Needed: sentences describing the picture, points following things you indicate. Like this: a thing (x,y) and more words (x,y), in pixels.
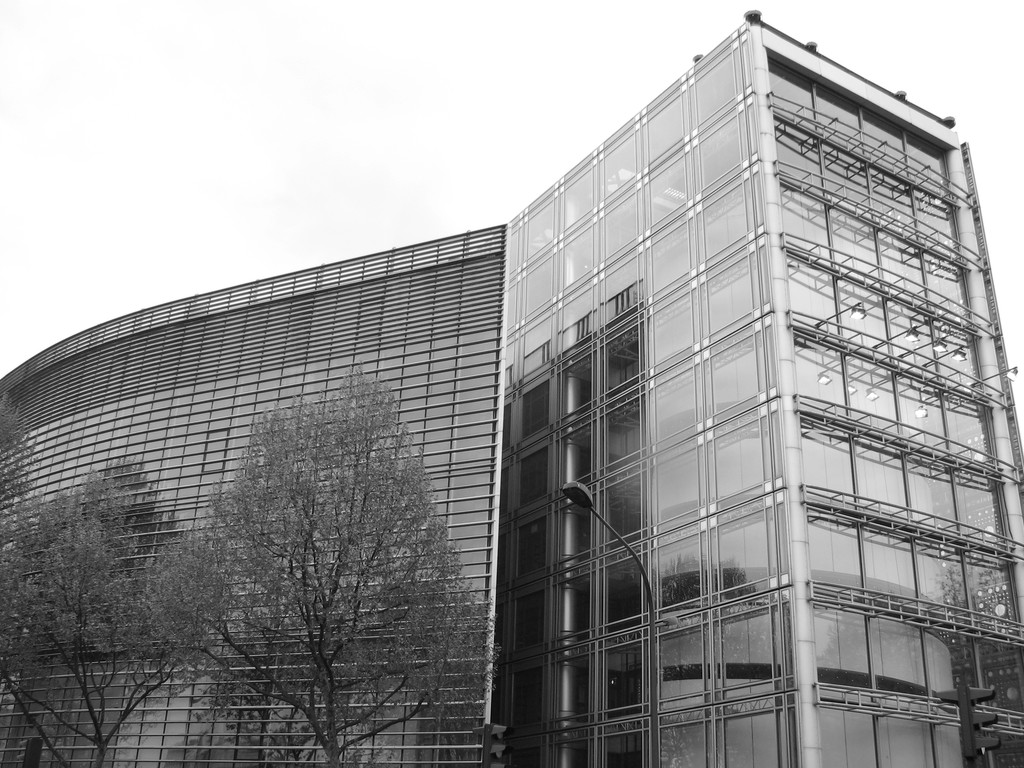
In this image there is a building (832,534) with the glasses (575,534). There are the trees (237,655) on the left side (187,594). There is a signal pole (969,754) on the right side (964,737). The sky (164,144) is clear.
